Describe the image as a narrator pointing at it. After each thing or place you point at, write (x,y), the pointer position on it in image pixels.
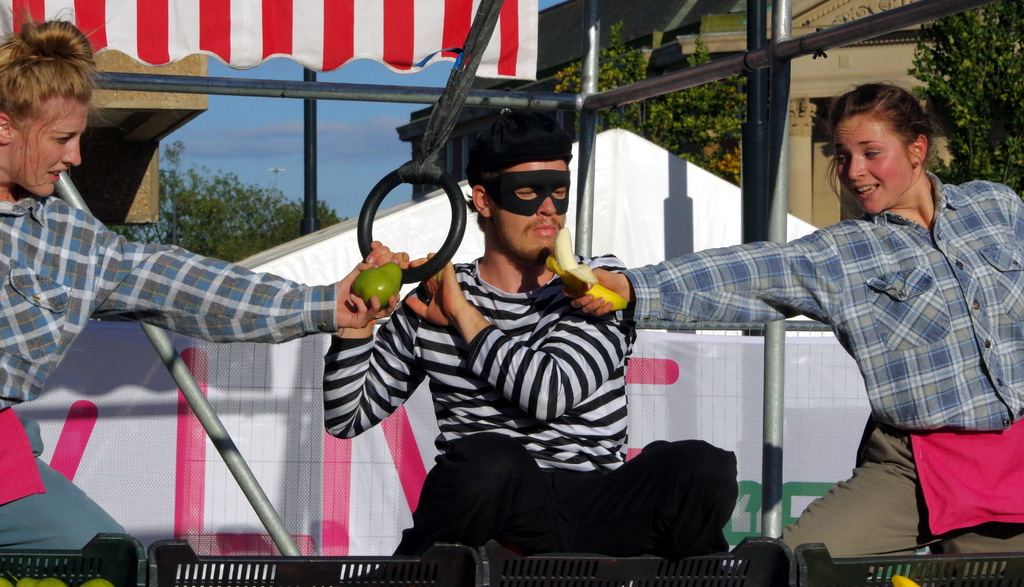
In the foreground of this image (537,364), there is a man (528,346) in the middle (516,328) holding a circular ring like structure (457,212) in his hands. At the bottom (415,580), there are few baskets (896,569). On either side to him, there are two women (875,332) holding fruits (593,275) in their hands (357,310). In the background (311,106), it seems like there is a tent (444,236), poles (751,187), buildings (858,60), trees (715,119) and the sky (242,118).
